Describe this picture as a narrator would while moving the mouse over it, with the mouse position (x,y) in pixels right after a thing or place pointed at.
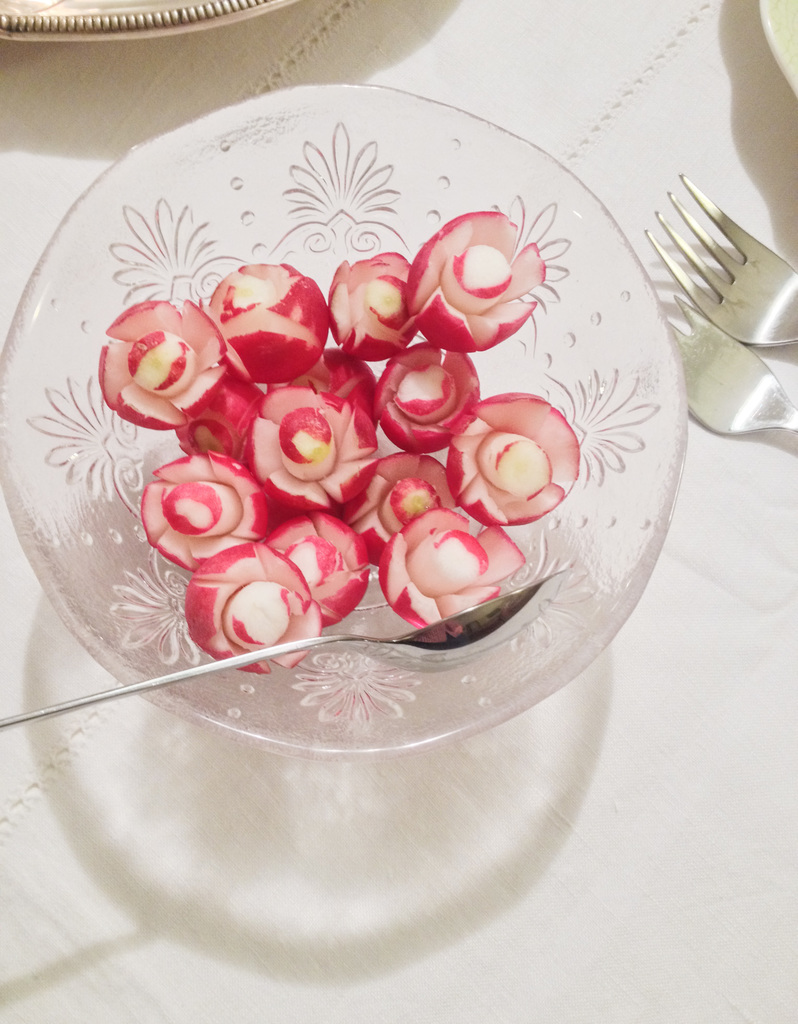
In this image I can see fruit-carving (404,486) in a glass bowl (579,385). I can see spoon (462,628), forks (739,307) on the white surface (651,771).
